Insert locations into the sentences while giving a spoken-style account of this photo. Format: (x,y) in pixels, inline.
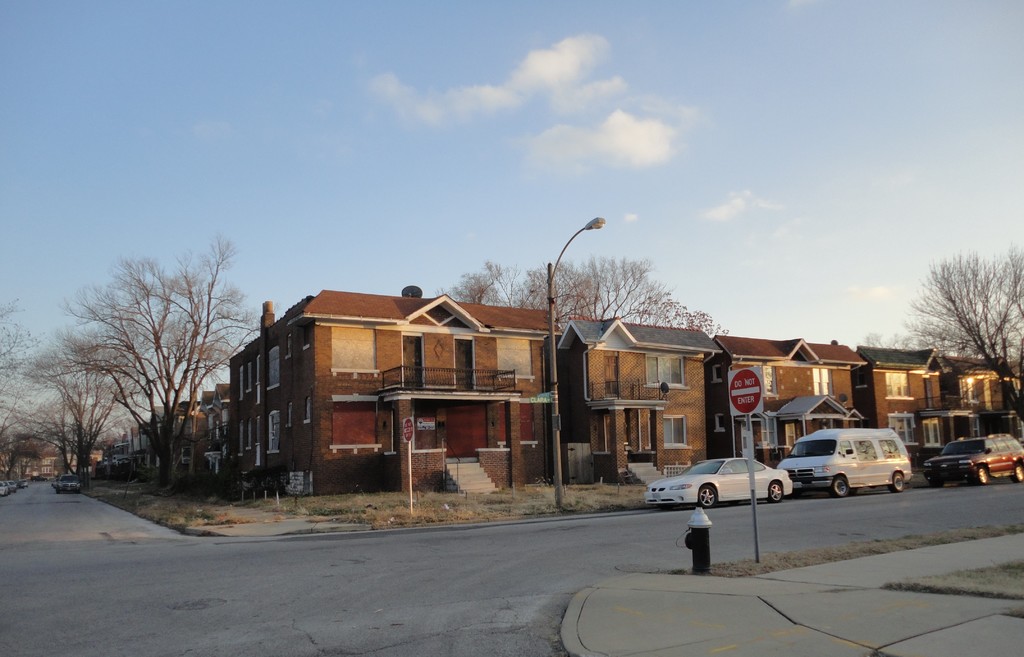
In the image we can see there are many buildings (539,440) and these are the windows (655,371) and stairs (476,469) of the buildings (463,457). Here we can see vehicles (857,484) on the road (616,514). Here we can see a fire hydrant (702,545), grass (499,503), light pole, board (754,383), trees (91,363) and cloudy pale blue sky (379,223).
